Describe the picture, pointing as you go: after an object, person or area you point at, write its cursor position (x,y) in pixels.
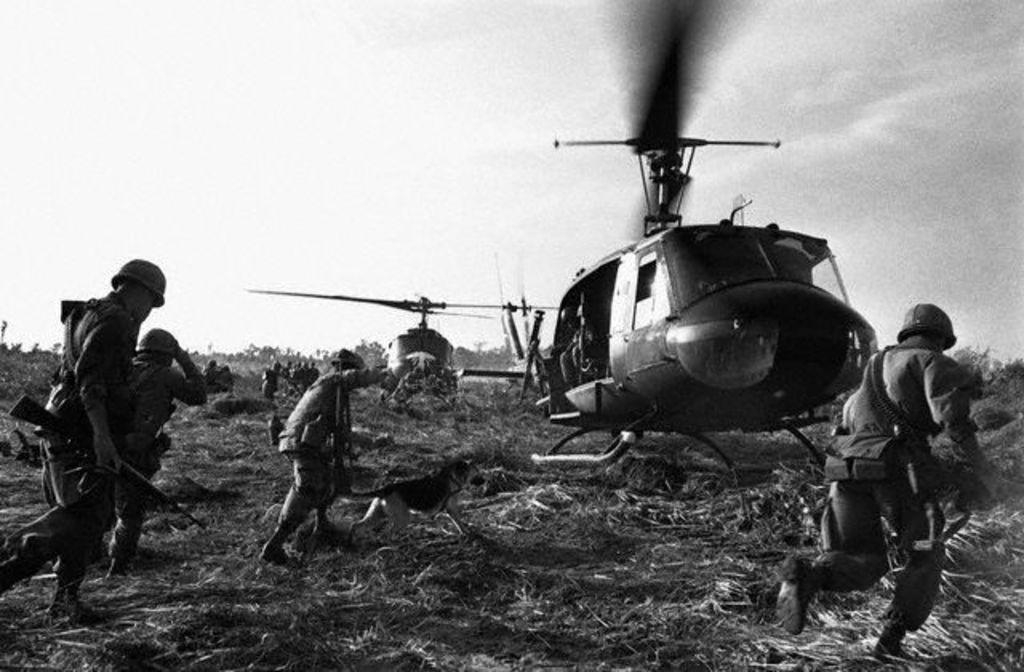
In this image on the right side (728,348) there is a helicopter (680,333), and in the background (413,352) there is another helicopter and there are a group of people (107,419) who are holding guns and wearing helmets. At the bottom (312,549) there is grass (654,582), and in the background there are trees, at the top (421,168) there is sky (317,230).
